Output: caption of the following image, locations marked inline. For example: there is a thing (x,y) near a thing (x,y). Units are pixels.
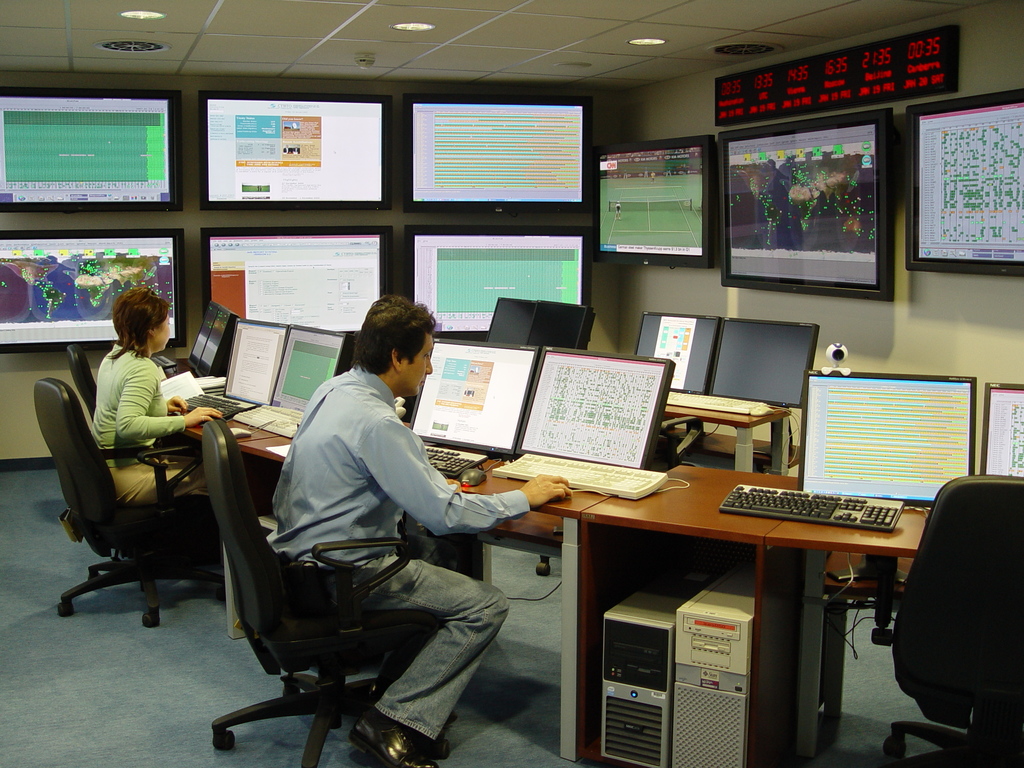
On the background (751,208) we can see few screens (781,154) and a digital clock (830,84). This is a ceiling (481,40) and light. Here we can see two persons (413,664) sitting on the chairs (143,456) in front of a table (258,445) and on the table (790,483) we can see computer screens (855,426) and keyboards (518,468). This is a cpu (635,699). This is a floor (115,692).
